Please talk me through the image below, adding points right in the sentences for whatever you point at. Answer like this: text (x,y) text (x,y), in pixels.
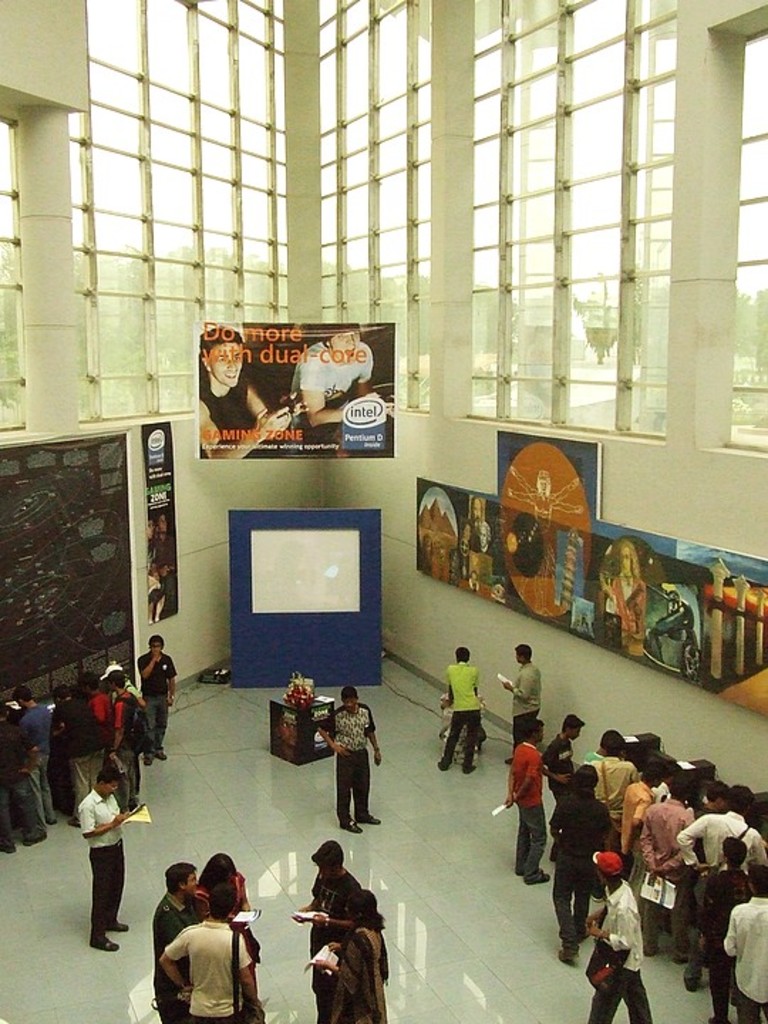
In this image I can see the group of people (614,916) standing and wearing the different color dresses (325,933). To the side of these people (353,780) I can see the banners (163,542) and some boards (546,579) to the wall (439,586). In the background (369,160) I can see glass windows (189,303).
